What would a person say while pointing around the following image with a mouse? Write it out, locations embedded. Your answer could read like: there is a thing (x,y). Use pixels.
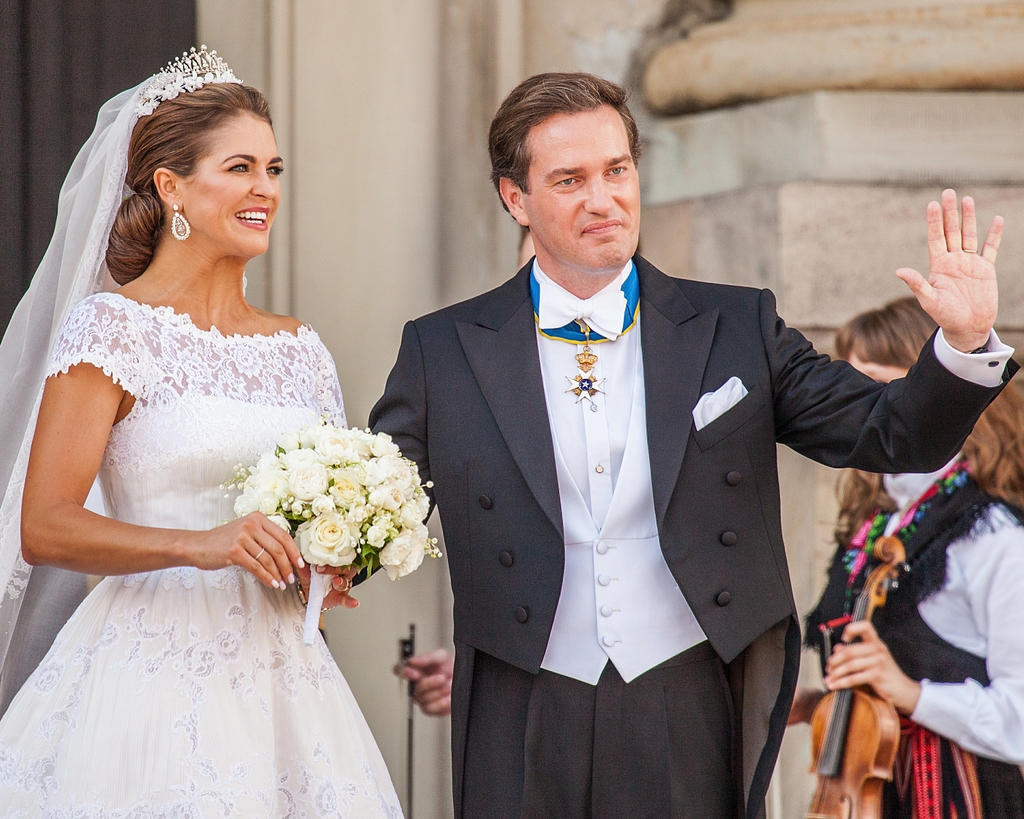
In this image we can see man (458,357) and woman (198,673) standing on the ground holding bouquet (279,514). In the background (974,642) we can see women (974,642) and building (871,128).
